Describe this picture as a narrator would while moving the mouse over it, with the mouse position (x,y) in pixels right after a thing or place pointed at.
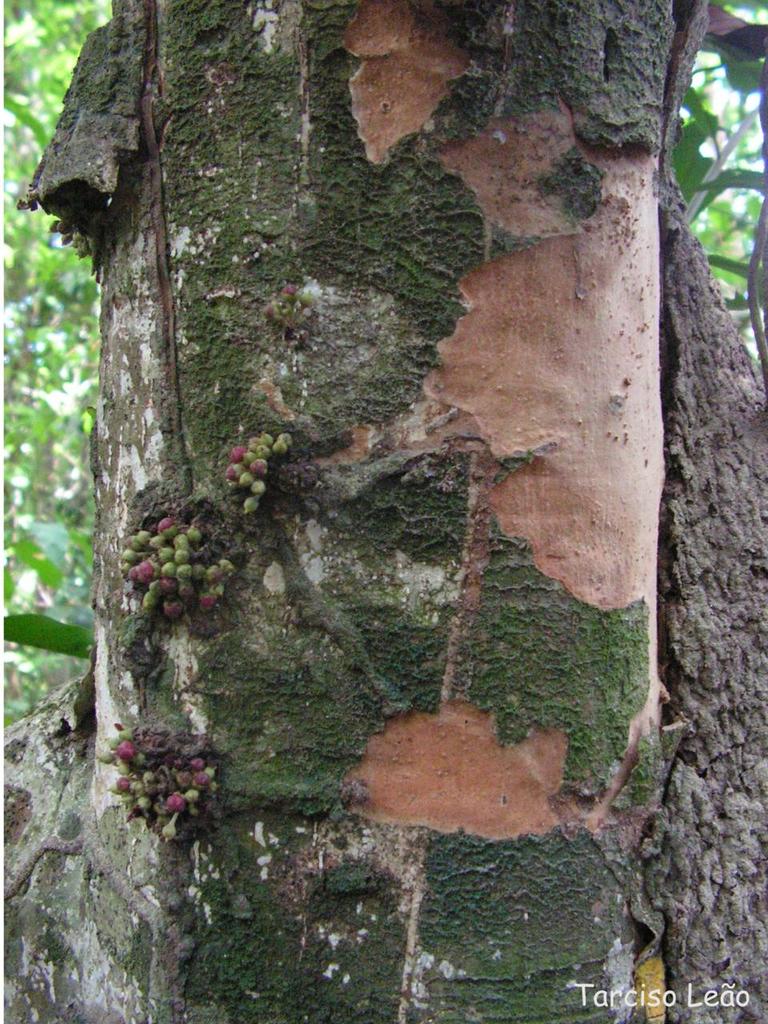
In this picture I can see fruits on the tree trunk (274,367), and in the background (63,559) there are trees (738,226) and there is a watermark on the image.
